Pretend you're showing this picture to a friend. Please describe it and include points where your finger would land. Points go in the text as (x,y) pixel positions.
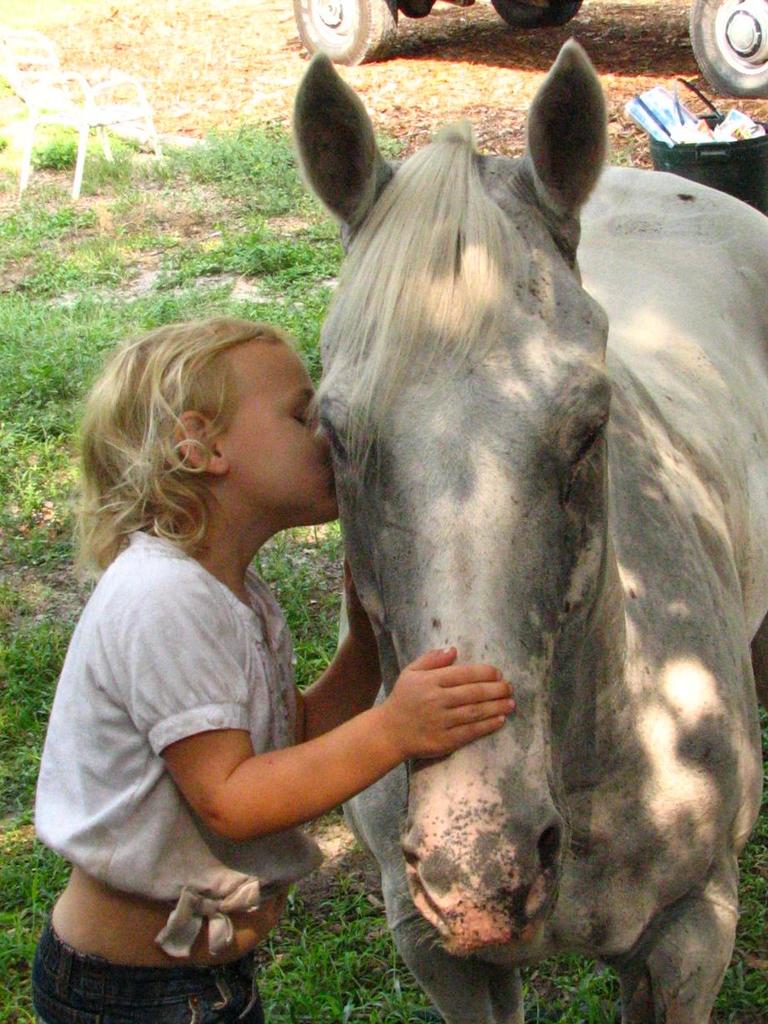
In the image we can see there is a kid (203,580) standing on the ground (243,275) and kissing the horse (460,439), the ground (408,992) is covered with green grass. Behind there is a vehicle (509,9) parked on the dirt (673,68) and there is a dustbin (698,146) on the ground (78,342).
